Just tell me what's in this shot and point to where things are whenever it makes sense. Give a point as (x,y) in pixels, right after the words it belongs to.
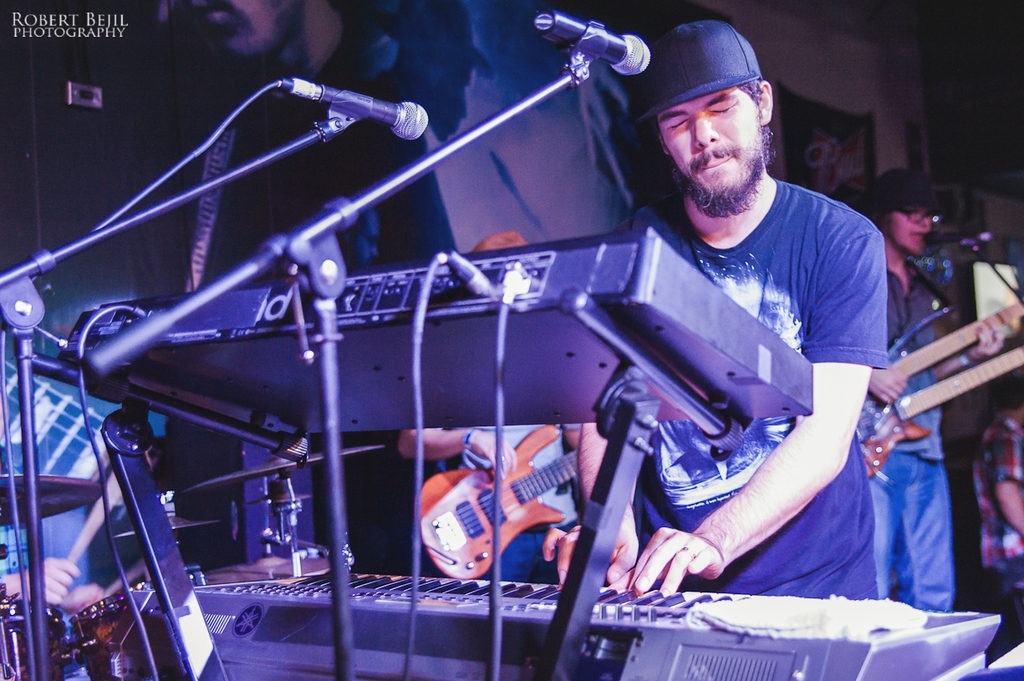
In this image there are four person (746,301) playing an musical instrument (641,290). At back (838,98) side you can see a wall (821,95). There is a mic (414,109) and a stand (208,289).
